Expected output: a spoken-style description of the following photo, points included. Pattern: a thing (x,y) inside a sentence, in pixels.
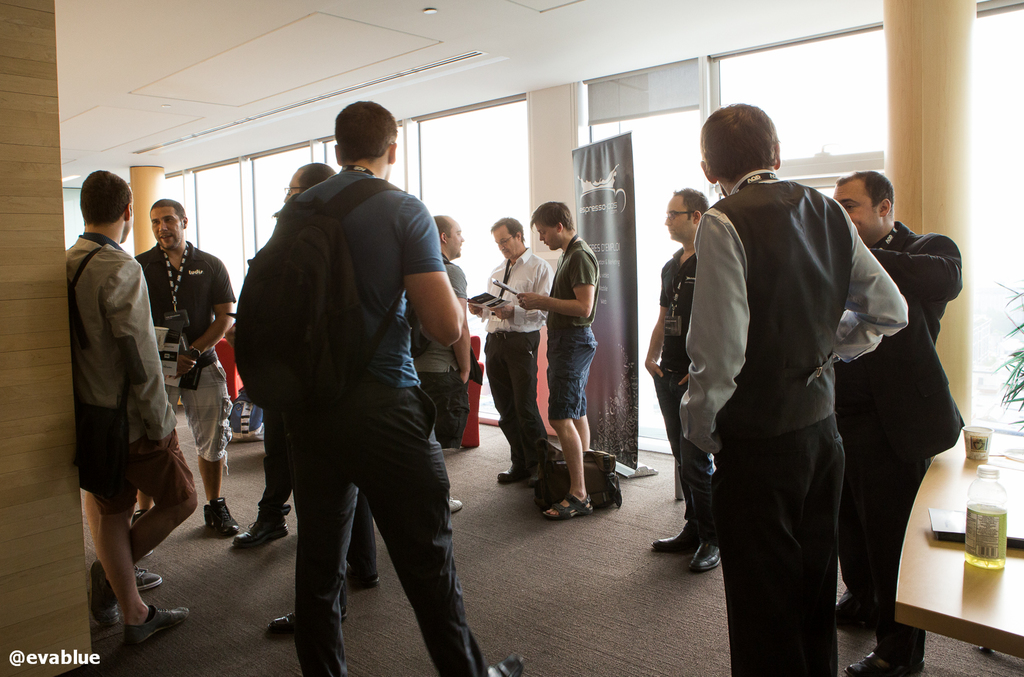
In the image in the center (530,263) we can see few people (511,307) were standing, few people (464,401) were holding some objects (498,299) and few people (404,354) were wearing backpacks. On the left bottom of the image, there is a water mark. And on the right side of the image (969,616), there is a table (962,597). On the table (962,597), we can see bottle (981,545), book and glass (983,453). In the background (963,119) there is a wall (17,618), roof (516,43), glass (990,370), banner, plant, backpacks (246,423) and pillars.
